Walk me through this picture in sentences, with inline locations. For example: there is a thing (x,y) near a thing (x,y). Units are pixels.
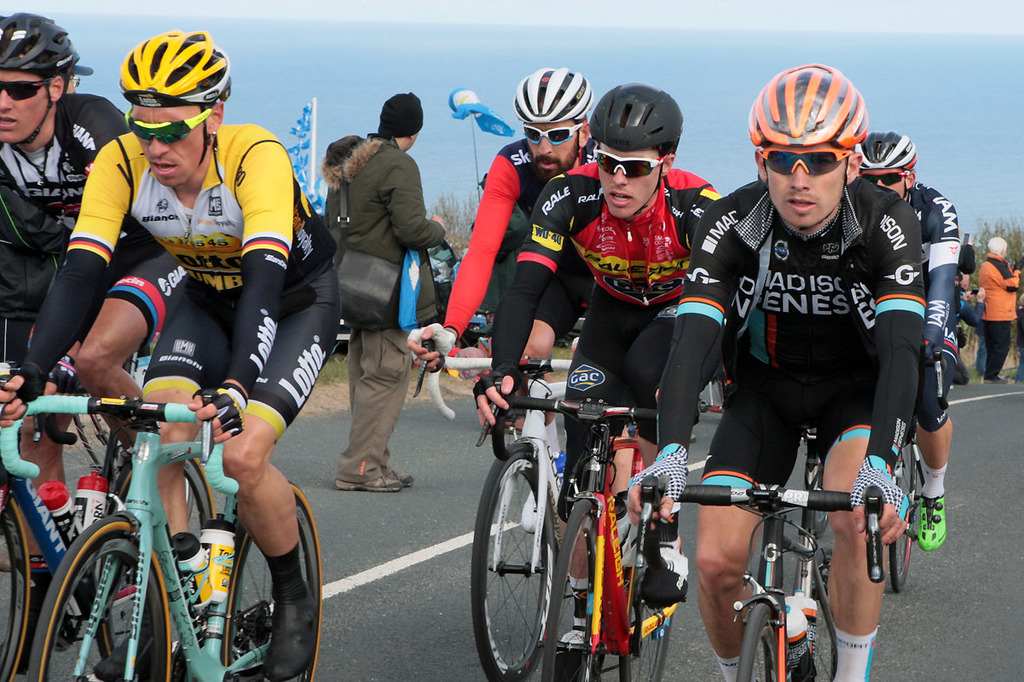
In this picture we can see some people (646,247) riding bicycles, in the background (991,338) there are some people (994,259) standing, we can see a tree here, there is the sky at the top of the picture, these people (686,237) wore helmets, goggles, gloves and shoes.
